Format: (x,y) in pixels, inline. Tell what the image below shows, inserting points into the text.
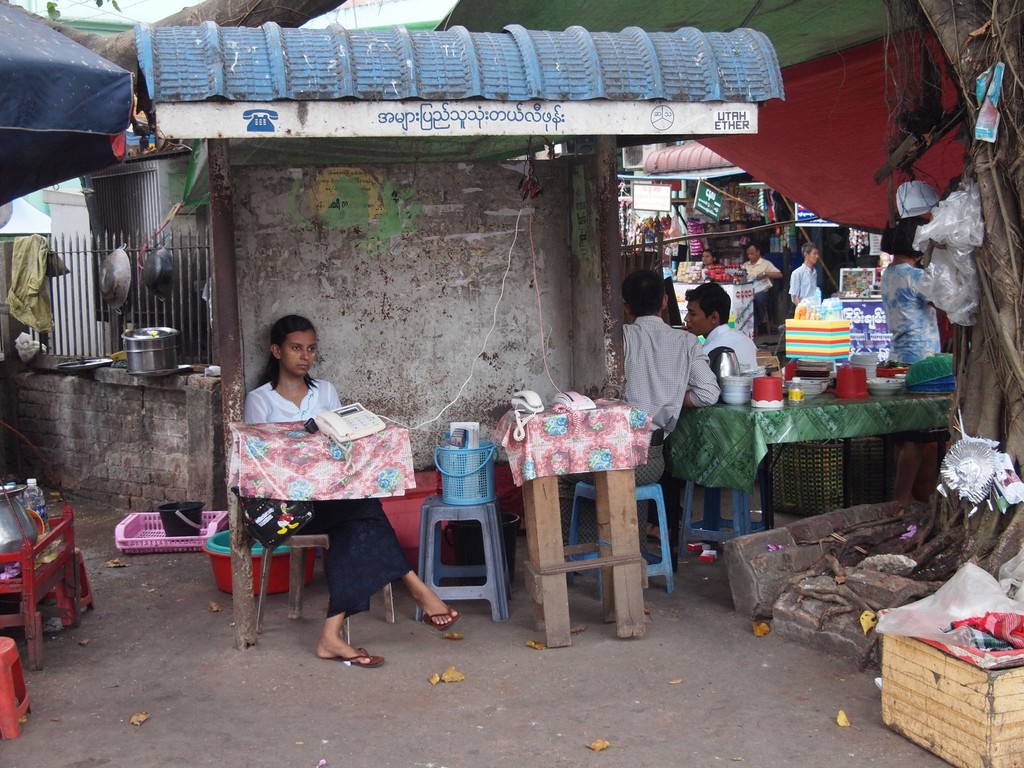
In this image we can see a girl (291,394) sitting on the chair (299,552) which is on the surface (431,640) under the tent (416,45) for shelter. We can also see the tables (564,486) with the phones (534,391). Image also consists of stools (488,575), tubs (214,551), tray (184,539) with a black color bucket (179,518), some vessels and also the persons (651,351) sitting on the stools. We can also see the table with bowls (737,379), bottle (795,378) and some other objects (854,367). On the right (1001,349) we can see the tree (938,33) with the covers (965,228). We can also see the wooden box (973,684), dried leaves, wall (135,416) with the fence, stall (731,250) with the persons (756,260) and also the tents (842,127) for shelter.
